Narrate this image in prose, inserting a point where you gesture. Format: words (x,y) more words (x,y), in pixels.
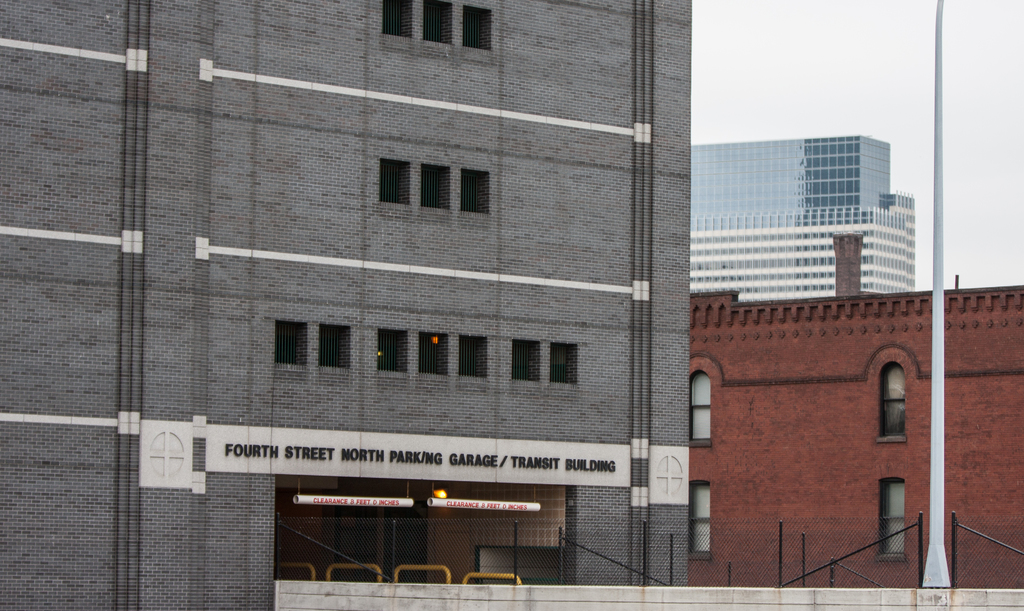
In the image there are buildings (505,389) in the front (807,422) with many windows (533,357) on it and above its sky (859,71).
